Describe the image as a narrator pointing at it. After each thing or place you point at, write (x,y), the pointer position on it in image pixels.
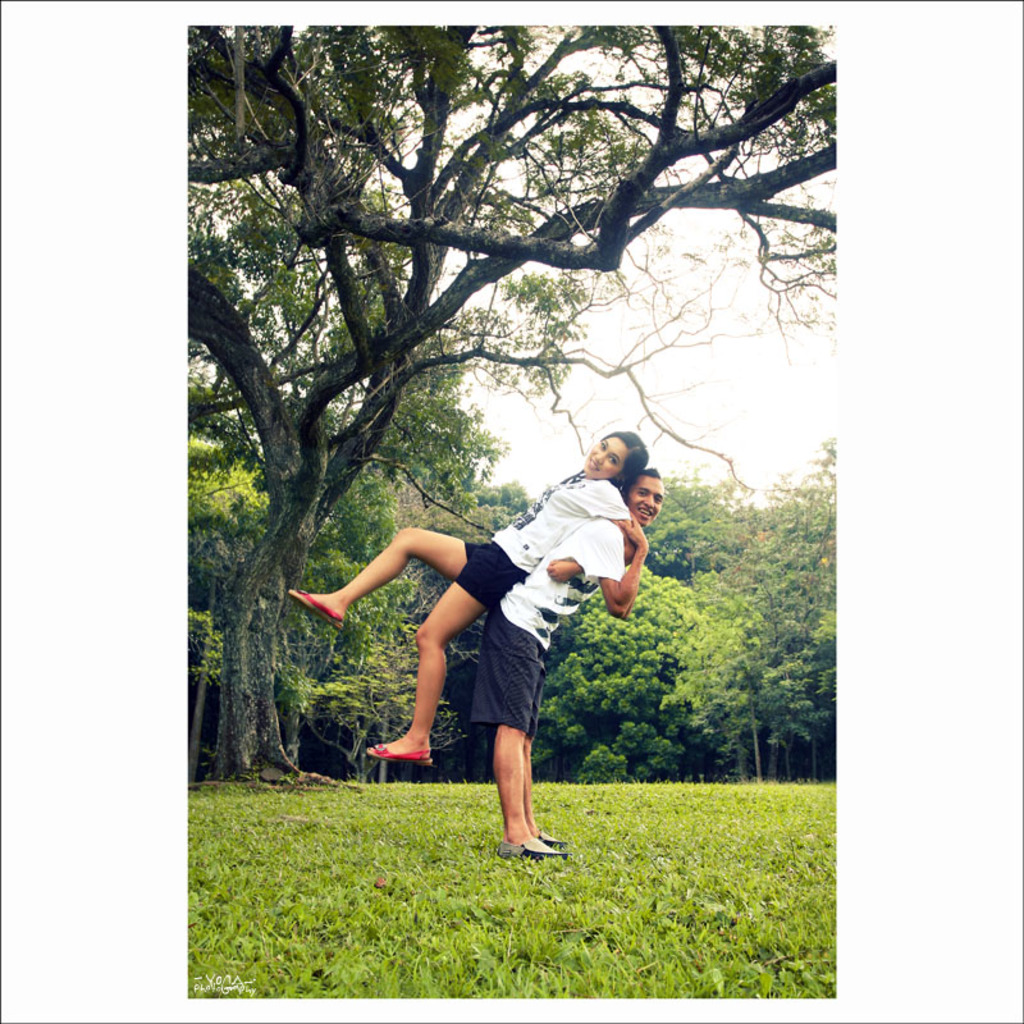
In this picture we can see a man (500,760) standing on the grass (516,881) and he is carrying a woman (527,560). Behind the two persons (536,553), there are trees (725,710) and the sky (751,245). In the bottom left corner of the image (241,981), there is a watermark (234,992).
